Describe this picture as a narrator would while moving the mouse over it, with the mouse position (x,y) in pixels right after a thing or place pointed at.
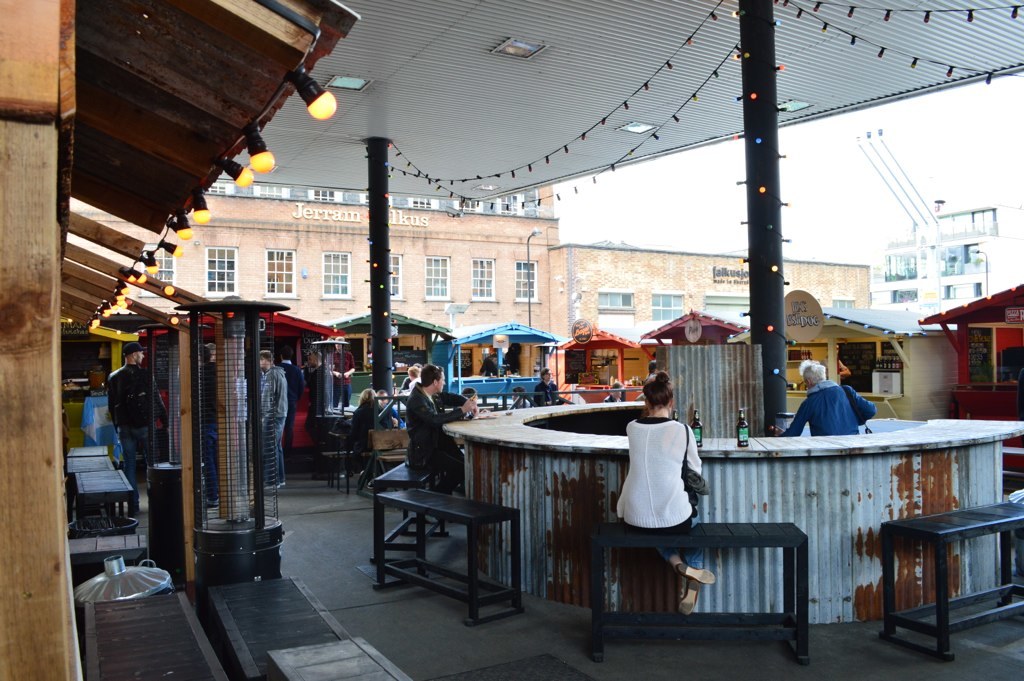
Here we can see a three people (288,353) who are standing on the left side (136,468). Here we can see a two persons (455,490) who are sitting on a chair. Here we can see buildings (671,279) and a sky (966,134).
